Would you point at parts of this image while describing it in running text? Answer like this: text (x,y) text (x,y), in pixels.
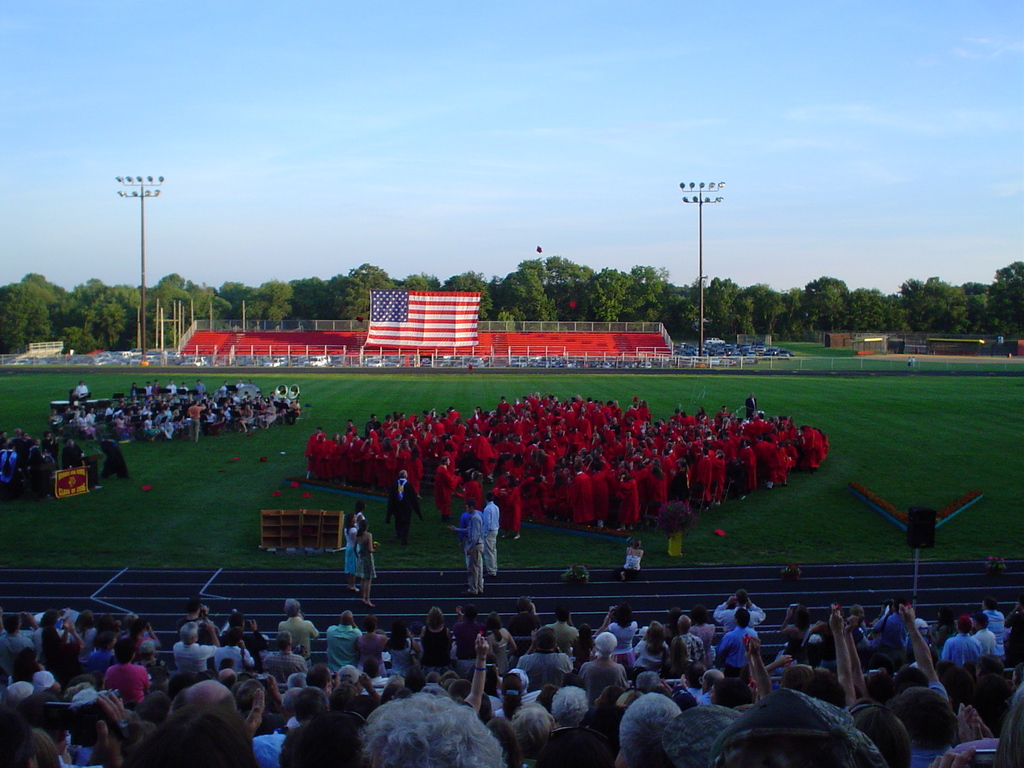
In the image we can see there are many people (526,705) wearing clothes (160,425), this is a ground (785,583), light pole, the flag (444,320) of a country, trees (615,291) and a sky (371,158). There is a sound box (916,544), we can even see there are people (666,681) sitting and these are the white lines (204,595).
